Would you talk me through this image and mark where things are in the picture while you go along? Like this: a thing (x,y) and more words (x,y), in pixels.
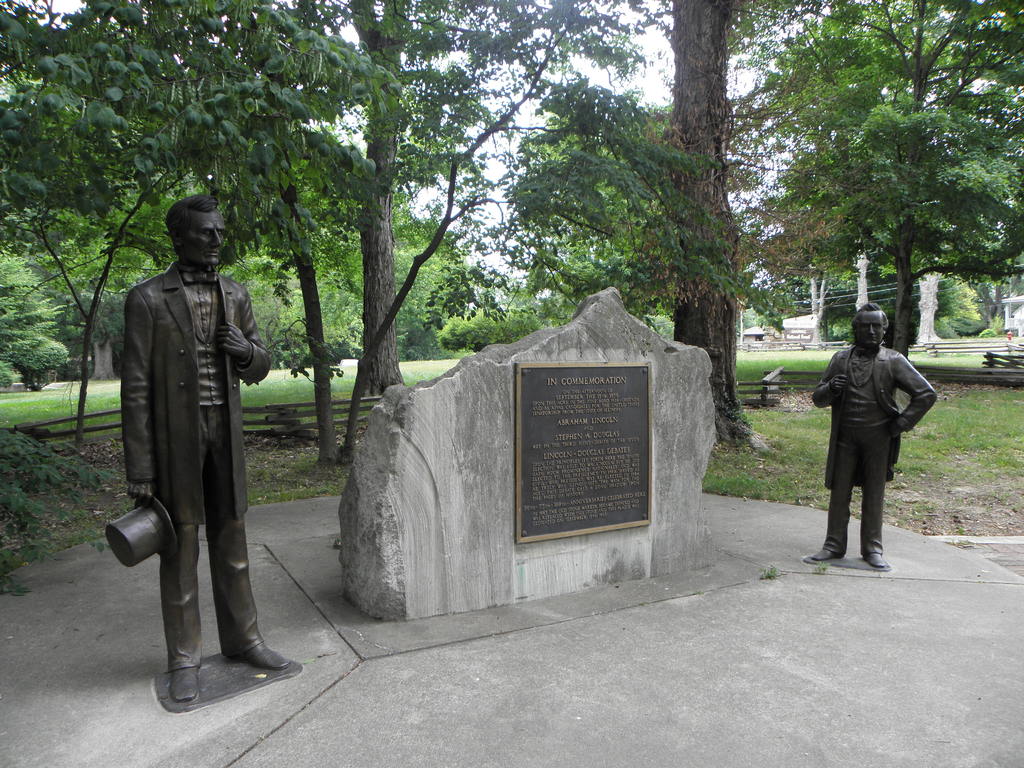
In the image we can see two sculptures (212,492) of persons (131,472) standing, wearing clothes (154,482). Here we can see the broken stone sheet (414,506). On it there is a board (573,453). Here we can see grass (965,412), trees (450,195), fence (268,411) and white sky (652,66).
